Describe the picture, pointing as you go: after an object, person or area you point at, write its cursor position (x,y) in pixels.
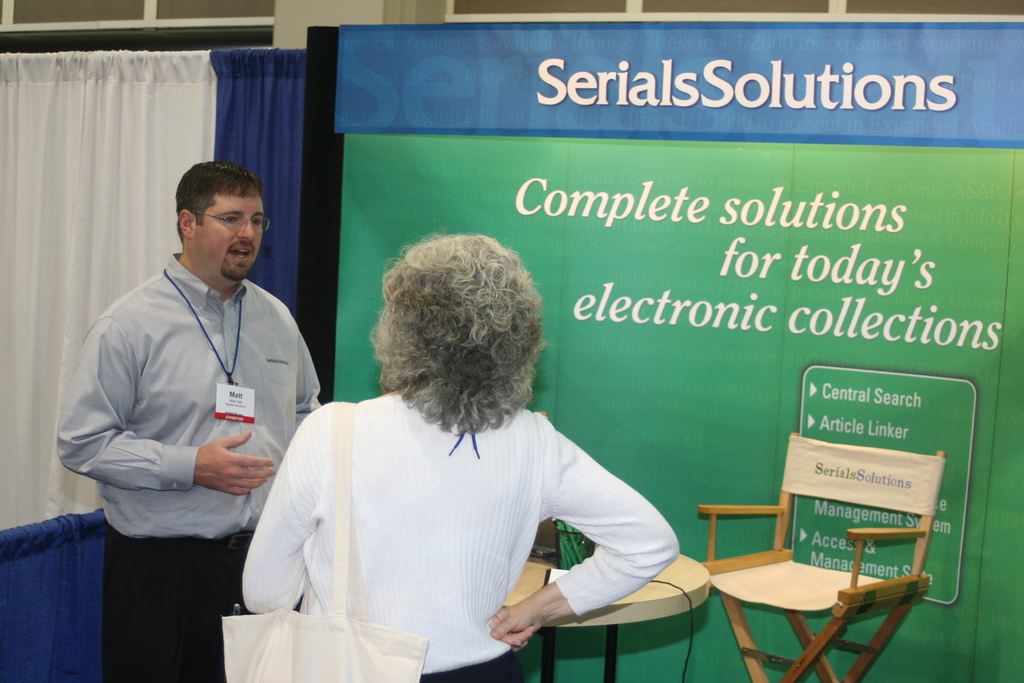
In this image, two peoples (430,518) are standing. The middle, woman (472,555) is wearing a bag (380,664). On left side (198,411), person (226,468) is talking with her. On right side (838,579), we can see a chair (773,579), table (647,613), few items (572,549) are placed on it. And back side, there is a banner (449,163), blue and white color curtains (253,133).
